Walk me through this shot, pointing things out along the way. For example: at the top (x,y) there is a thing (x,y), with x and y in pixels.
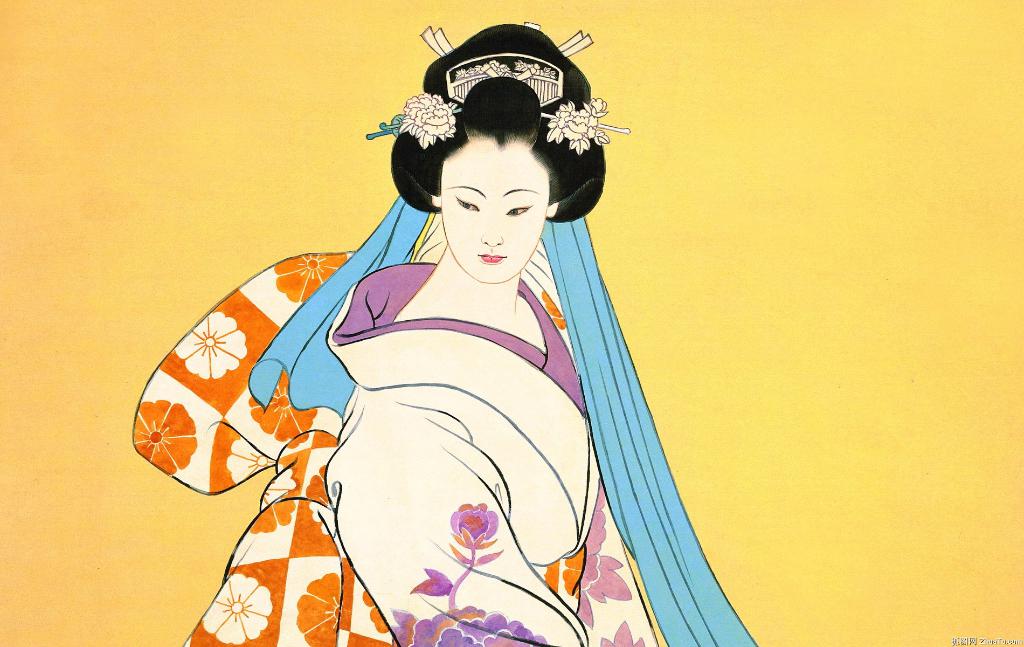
In this image I can see drawing of a woman (582,301). I can see she is wearing white dress (449,417) and also I can see blue colour thing (632,461) over here. In the background (656,214) I can see yellow colour.
